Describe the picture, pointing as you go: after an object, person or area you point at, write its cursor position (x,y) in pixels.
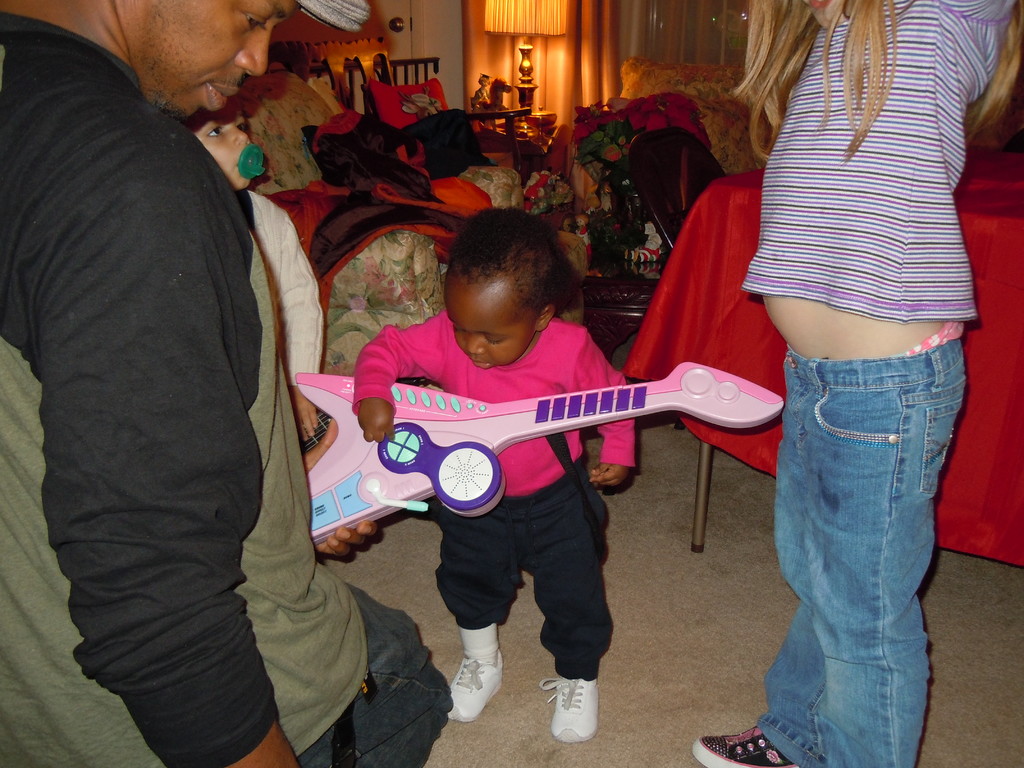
In this picture there are people (887,235), among them there's a man (198,196) holding a guitar (335,476) and we can see floor (632,503). In the background of the image (705,350) we can see cloth (690,346) on the table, cloths (440,211), lamp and objects (535,142).
